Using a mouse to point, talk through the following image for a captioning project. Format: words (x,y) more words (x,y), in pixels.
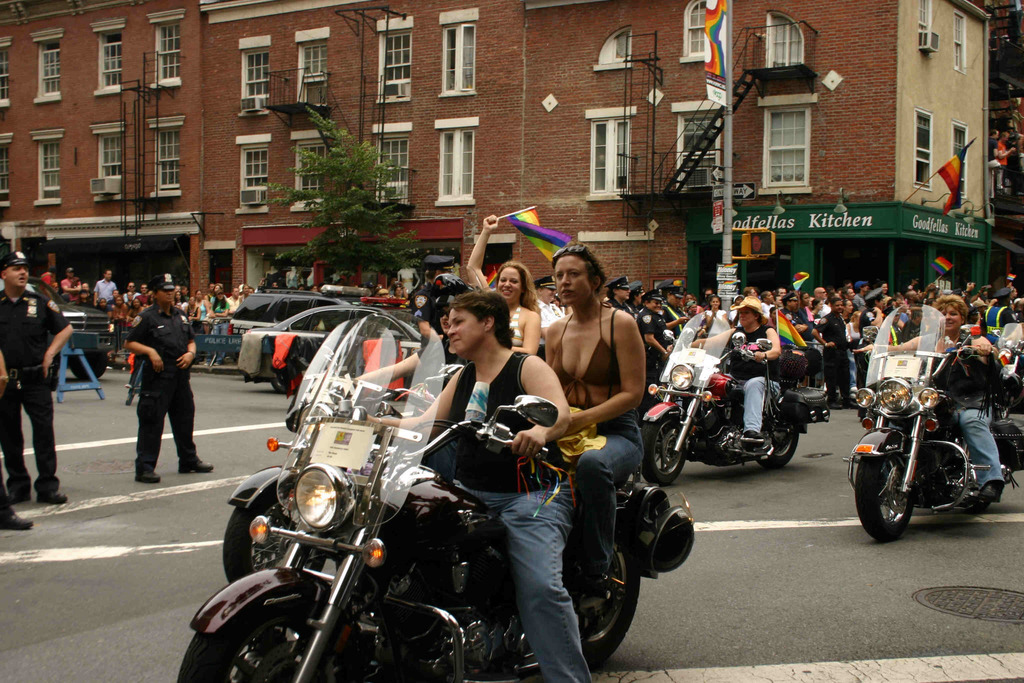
This is a picture taken in the outdoors. It is sunny. There are group of people (555,386) riding bikes (403,528) on road (727,586). Background of these people (573,472) is a tree (354,216) and building (552,84).
